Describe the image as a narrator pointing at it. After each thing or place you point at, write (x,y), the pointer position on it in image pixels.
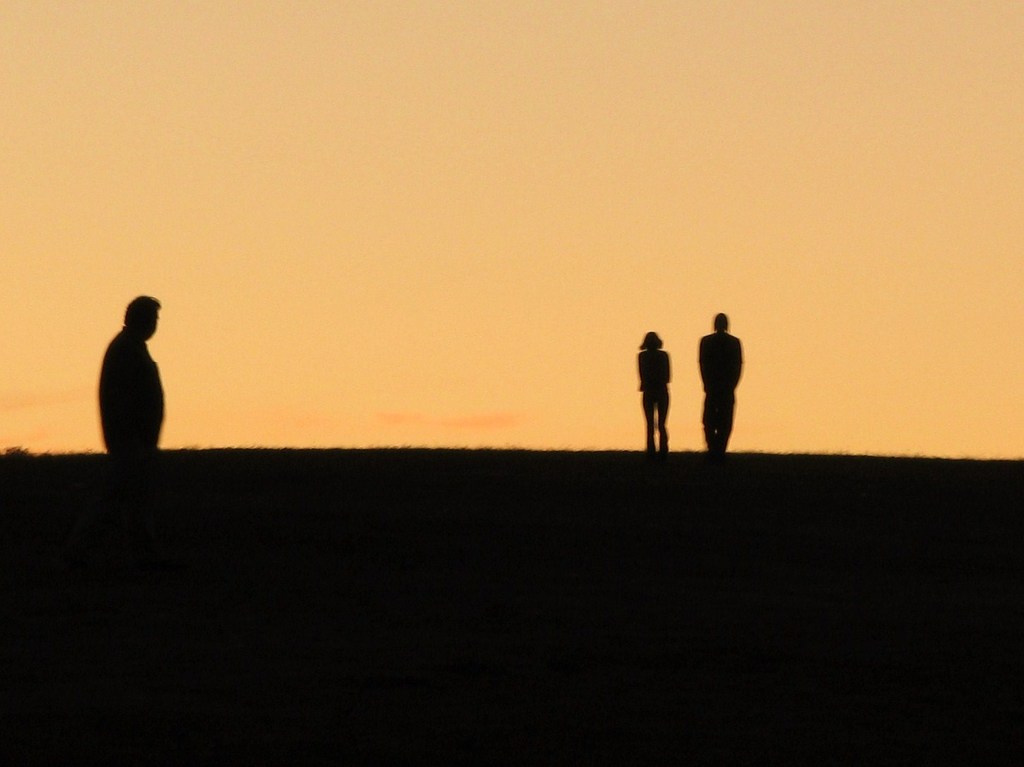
In this image I can see the dark picture in which I can see three persons (151,497) standing and in the background (685,369) I can see the sky (451,154).
